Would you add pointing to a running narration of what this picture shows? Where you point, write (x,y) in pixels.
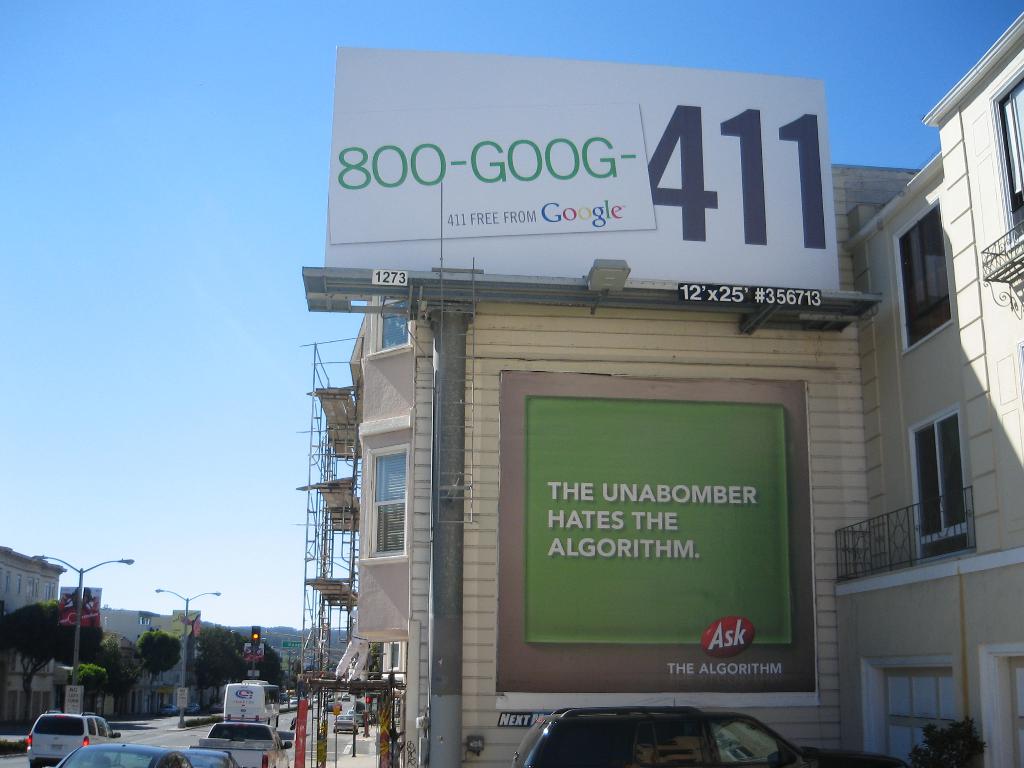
In the foreground of this image (685,740), on the right (727,759), there is a vehicle (788,760) on the bottom (676,762) in the background (890,460), there is a building (425,397) with hoarding (575,130), pole (450,698), poster (715,555), railing (925,547) and with few windows (927,299). On the left (135,737), there is a road (141,726) on which vehicles (135,765) are moving and also poles (74,660), trees (165,657), buildings (148,630), a traffic signal pole (253,636) and the sky (108,373).
